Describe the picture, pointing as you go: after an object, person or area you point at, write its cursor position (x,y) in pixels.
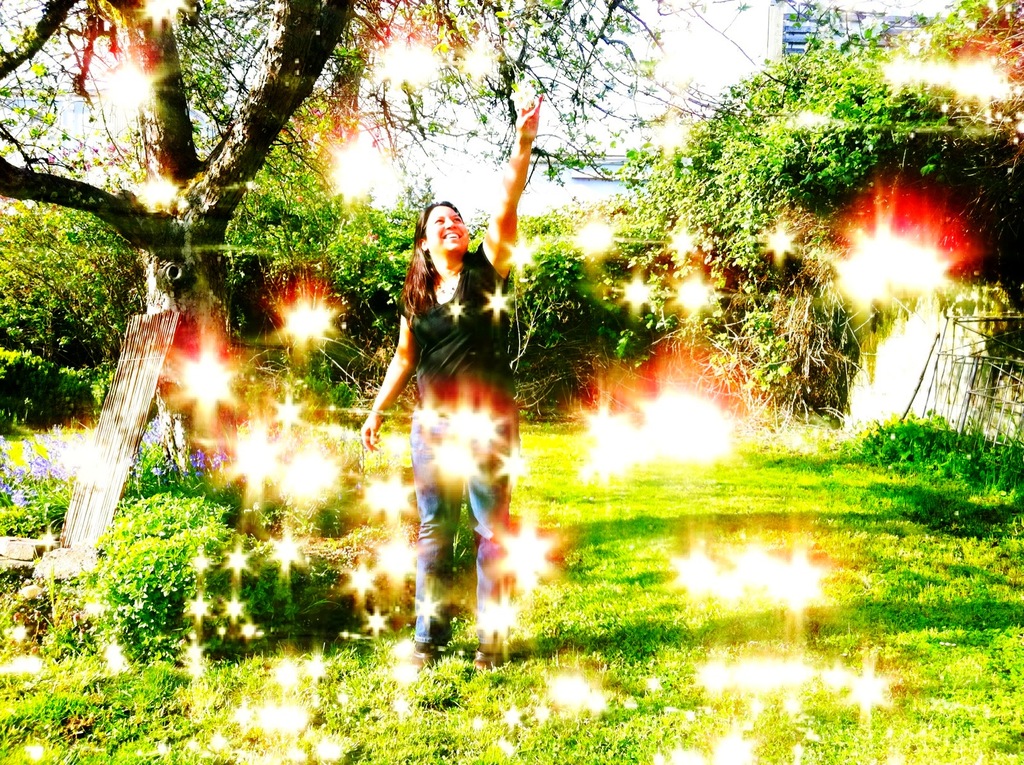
In this picture I can see there is a woman (403,332) standing and laughing, there is some grass (406,677) on the floor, there are trees (606,285) in the backdrop (217,305) and the sky (384,5) is clear.
